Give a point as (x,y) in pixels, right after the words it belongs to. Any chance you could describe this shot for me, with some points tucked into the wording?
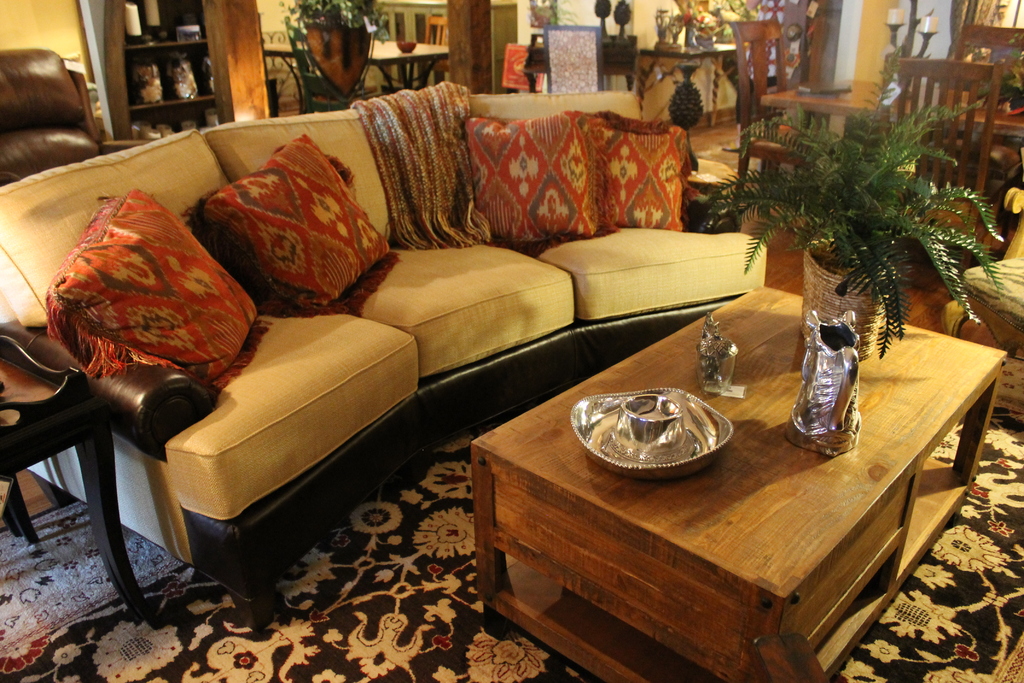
In Front of a picture we can see a table (819,471) and a house plant (843,147) and few show pieces (803,388) on it. This is a floor carpet (322,636). Here we can see sofas (640,233) with cushions (588,228) and chairs (1003,259). On the background (414,58) we can see a dining table (391,60) with houseplant (352,51), cupboard (163,35) and few products (173,69) arranged in it. This is also a table (854,89) and chairs (962,174).
